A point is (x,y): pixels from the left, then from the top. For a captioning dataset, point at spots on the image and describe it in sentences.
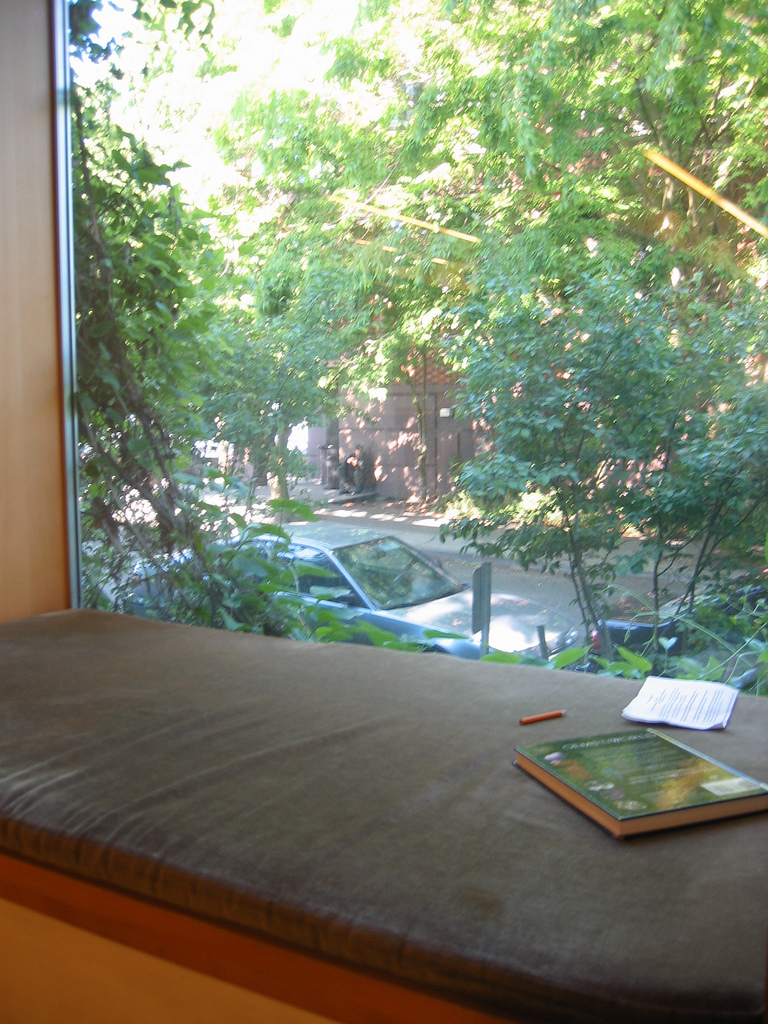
In this image I can see a seat (73,741) in the front (398,707) and on it I can see a book (592,806), a white colour paper (642,722) and a pen (553,715). I can also see something is written on the paper (695,710) and on the book (647,778). In the background (401,593) I can see a building (446,449), two vehicles (406,558), a road (470,560), a pole (485,631), a board (478,573) and number of trees (287,484).
